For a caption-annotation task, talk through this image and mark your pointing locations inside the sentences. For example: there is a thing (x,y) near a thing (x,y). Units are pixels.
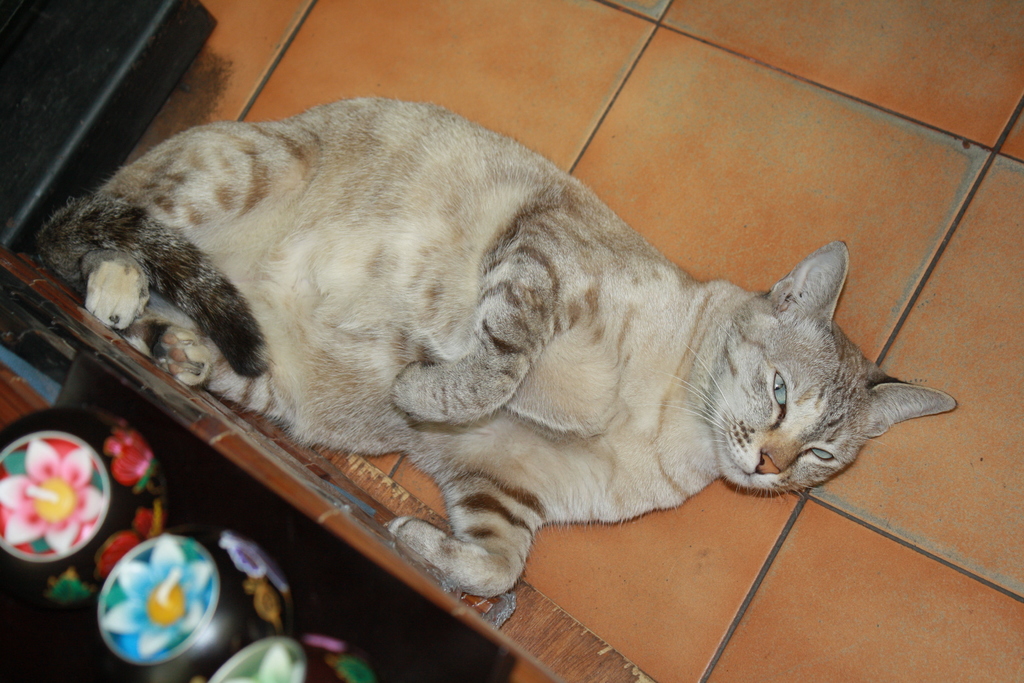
In this image we can see a cat (518,256) is lying on the floor (283,18) and on the left side (119,586) at the bottom corner (101,604) we can see objects (87,487) in a box (81,405) and at the top (45,98) there is an object (64,44) on the floor (209,2).
